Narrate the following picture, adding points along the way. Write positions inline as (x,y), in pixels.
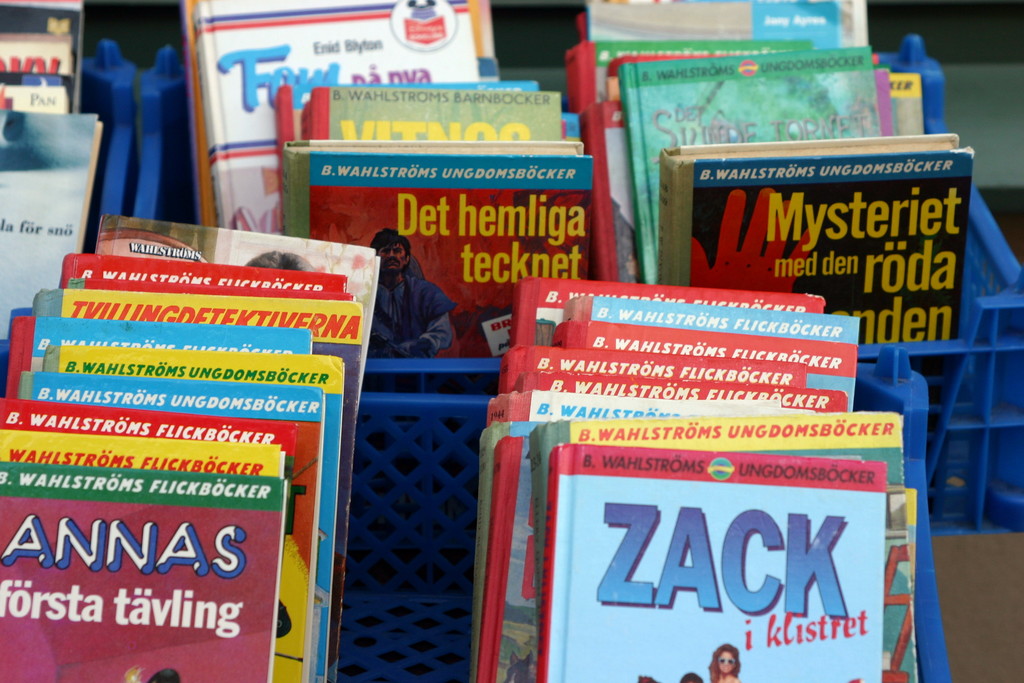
In the image we can see trays (496,366), blue in color. In the tray (355,532) there are books (298,411) of different colors.
